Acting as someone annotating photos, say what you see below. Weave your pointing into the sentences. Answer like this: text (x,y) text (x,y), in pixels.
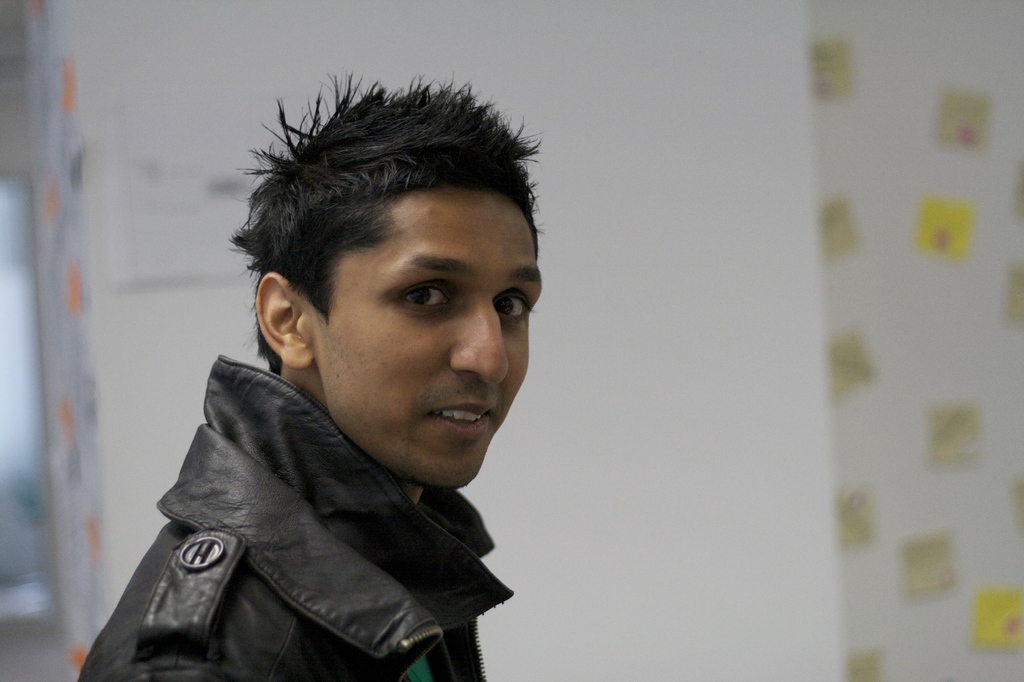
In this image there is one person (360,512) wearing a black color jacket (334,540) on the left side of this image (233,525) and there is a white color wall (717,381) in the background (635,301).
